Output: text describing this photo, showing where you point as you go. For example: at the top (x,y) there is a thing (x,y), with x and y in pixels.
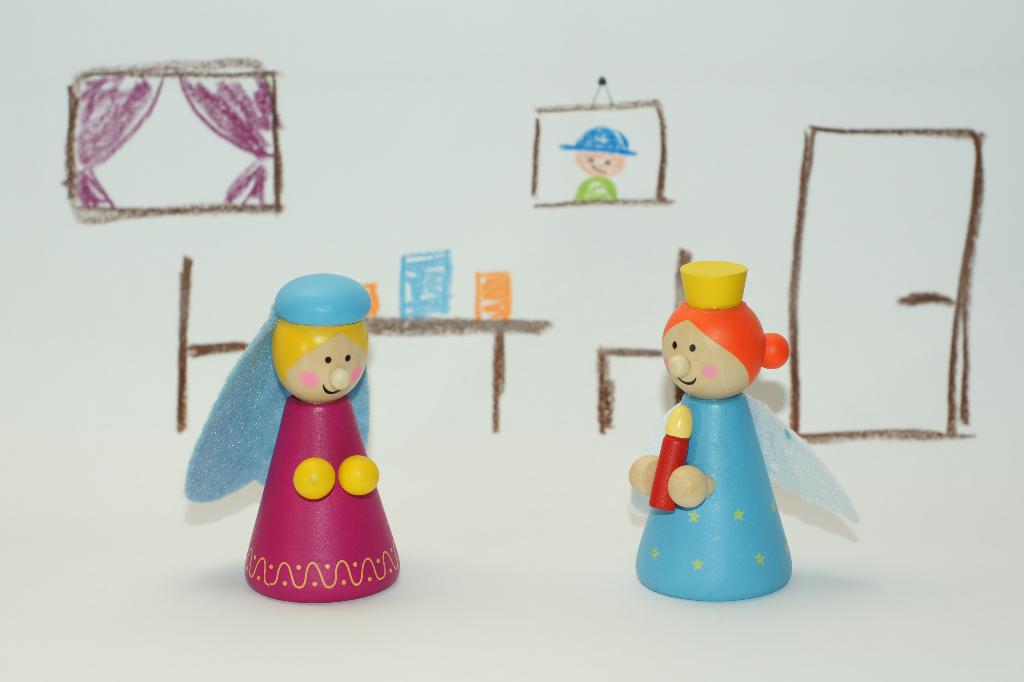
In this image there is a drawing (432,263) in the paper (660,295) with crayons (87,122), also there are two dolls (690,513).
